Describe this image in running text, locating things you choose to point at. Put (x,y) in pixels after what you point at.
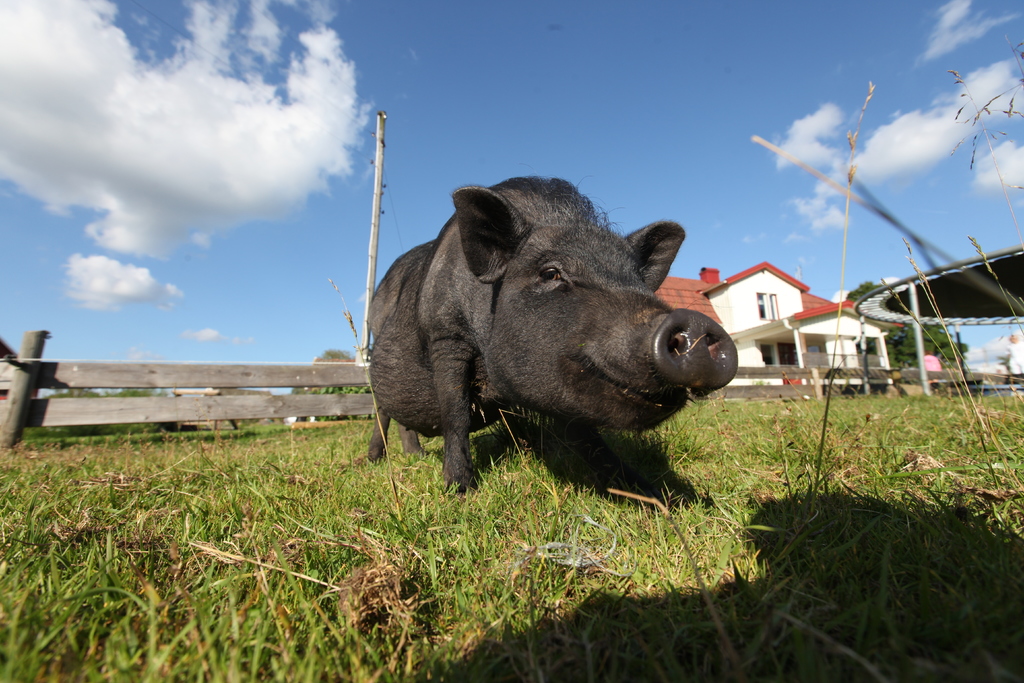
We can see pig (415,444) on grass (425,477). On the background (184,363) we can see house (704,292), wooden fence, wooden pole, tree (943,343) and sky (850,282).
